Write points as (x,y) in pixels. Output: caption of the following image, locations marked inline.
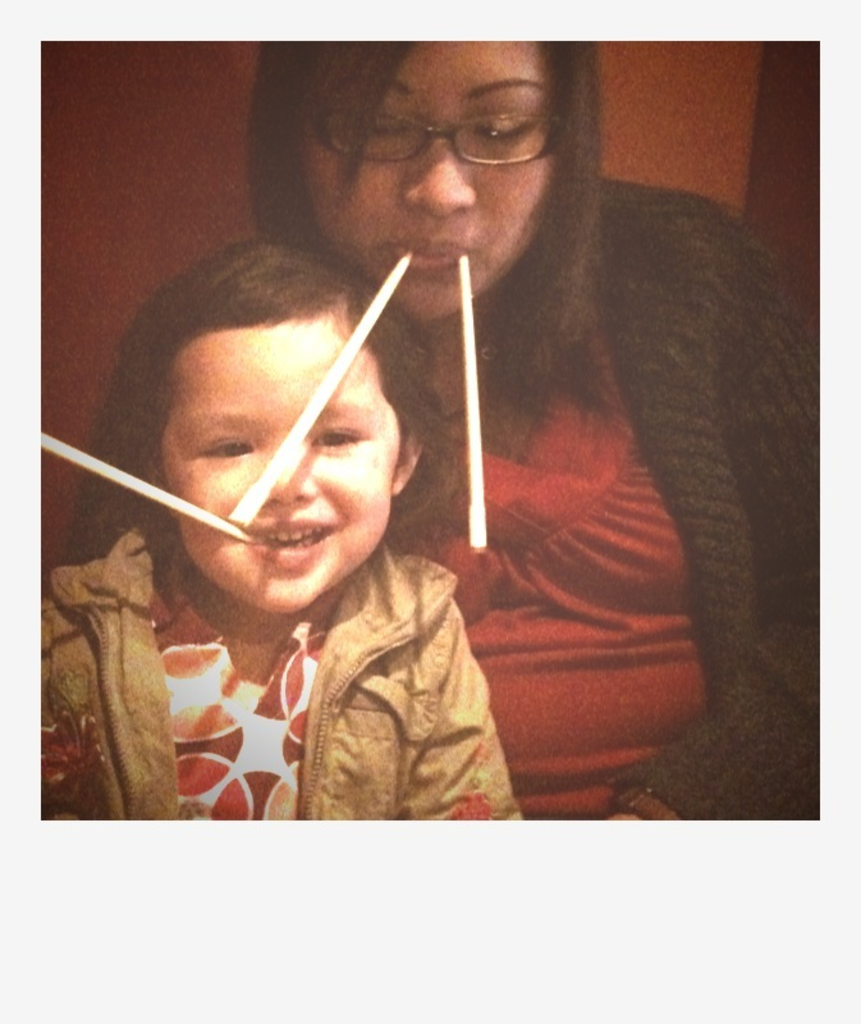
In this image there is one woman (428,227) and one girl (418,489) sitting, and they are holding chopsticks (278,456) in their mouth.
